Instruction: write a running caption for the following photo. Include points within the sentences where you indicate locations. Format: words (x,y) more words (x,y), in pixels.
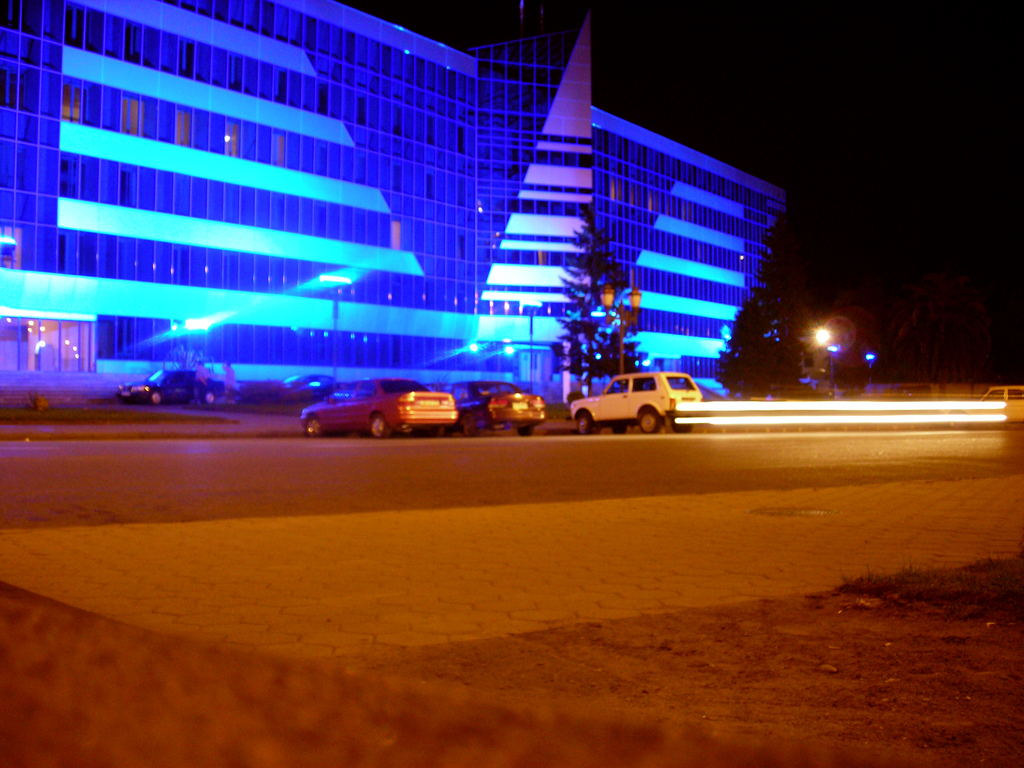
This image is taken outdoors. At the bottom of the image (222,598) there is a floor (635,565). In the middle of the image (679,386) there are two trees (782,351) and a few cars (308,386) are parked on the road (607,445). In the background (349,259) there is a building (427,204) with walls (712,279), windows (141,338), doors (91,334) and lights (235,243).
